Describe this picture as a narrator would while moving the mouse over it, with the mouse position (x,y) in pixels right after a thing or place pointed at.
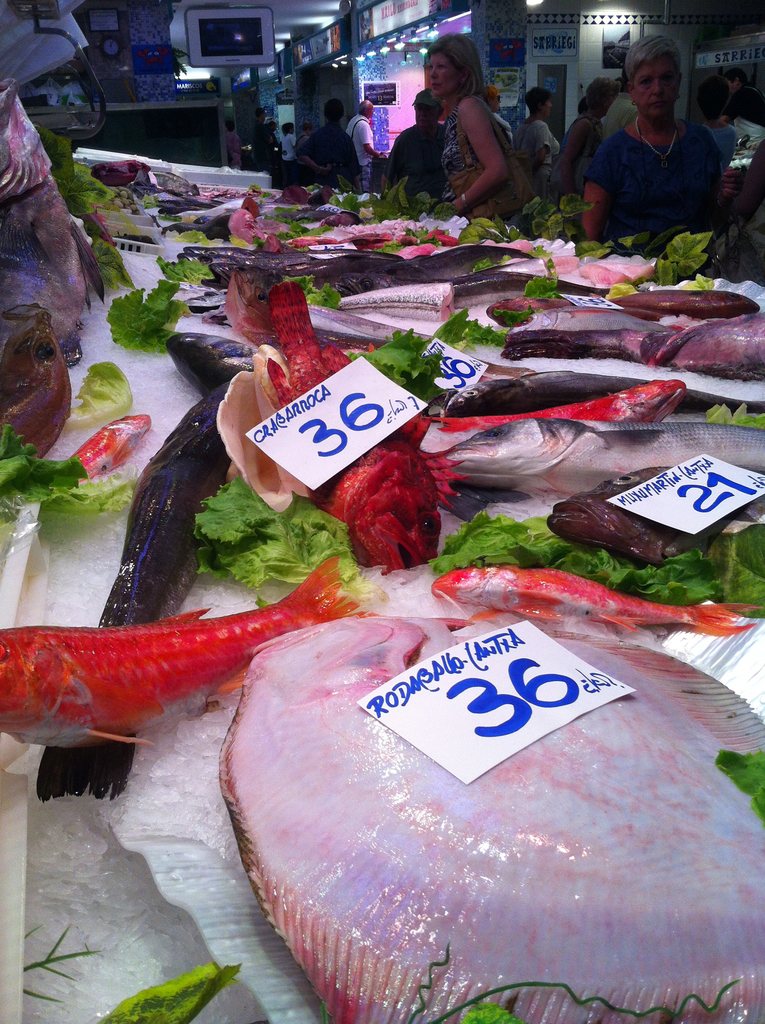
In this image we can see that there are so many fishes (195,418) of different varieties are kept on the ice (102,532). In between them there are green leaves (276,540). There is a price tag (464,710) on the fishes (406,470). In the background (422,106) there are few people (433,112) standing in front of them and looking at the fishes (352,288). At the top (342,64) there are lights (391,39).
